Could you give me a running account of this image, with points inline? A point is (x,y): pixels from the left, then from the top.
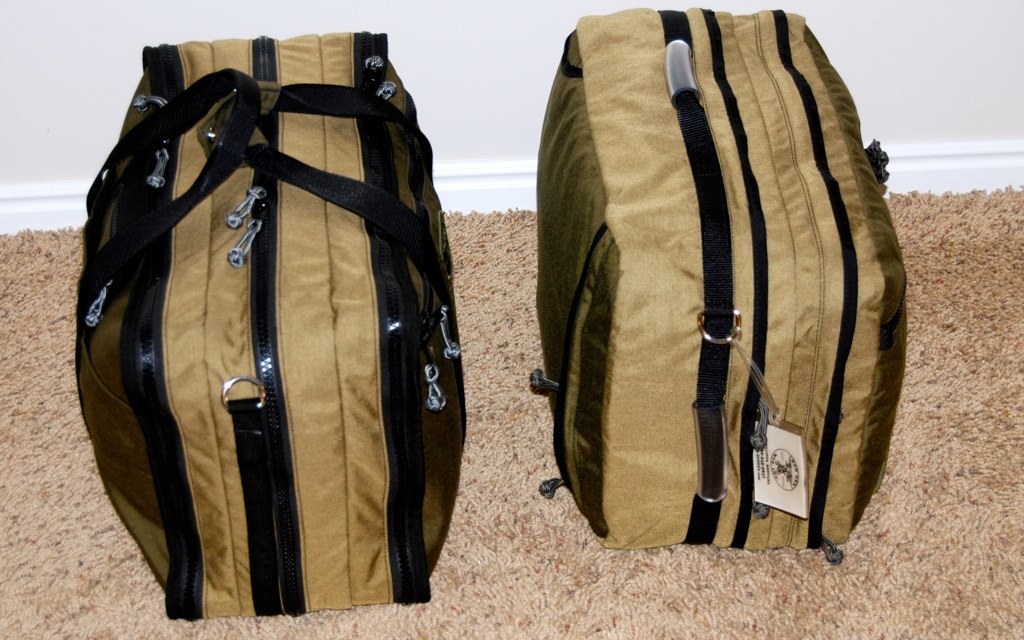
This picture is mainly highlighted with two bags (549,242) on a floor carpet (647,560). This is a wall (487,34).
